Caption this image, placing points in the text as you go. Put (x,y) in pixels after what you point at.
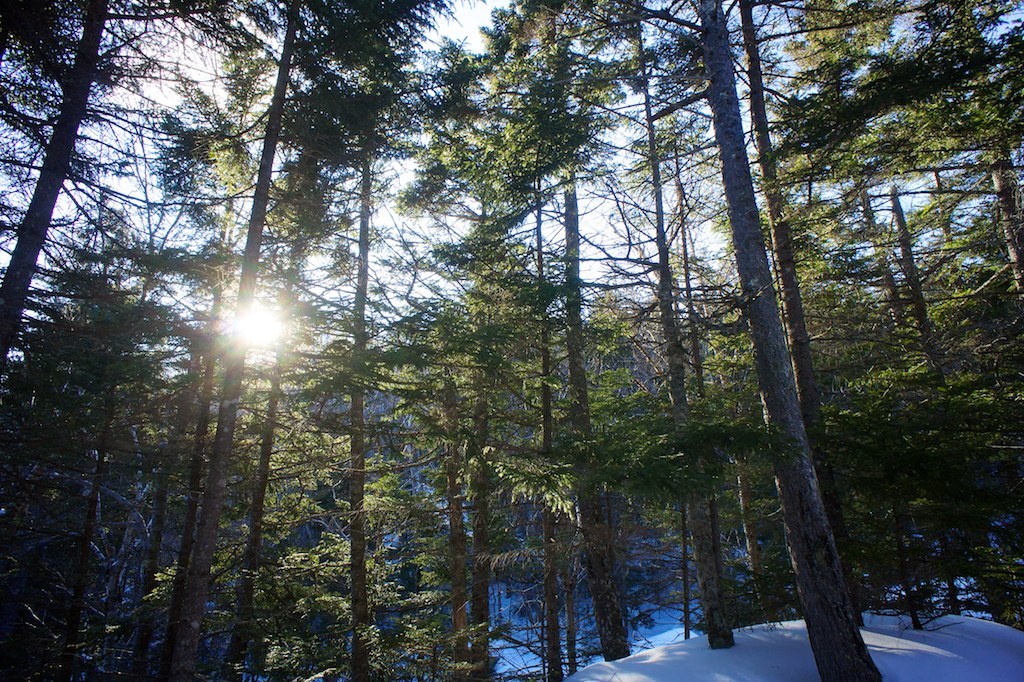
In this image there are tall trees (512,495) in the middle (487,414). At the bottom (703,650) there is snow (636,662). At the top (396,185) there is the sky (405,229). There is a sun (252,325) at the top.
